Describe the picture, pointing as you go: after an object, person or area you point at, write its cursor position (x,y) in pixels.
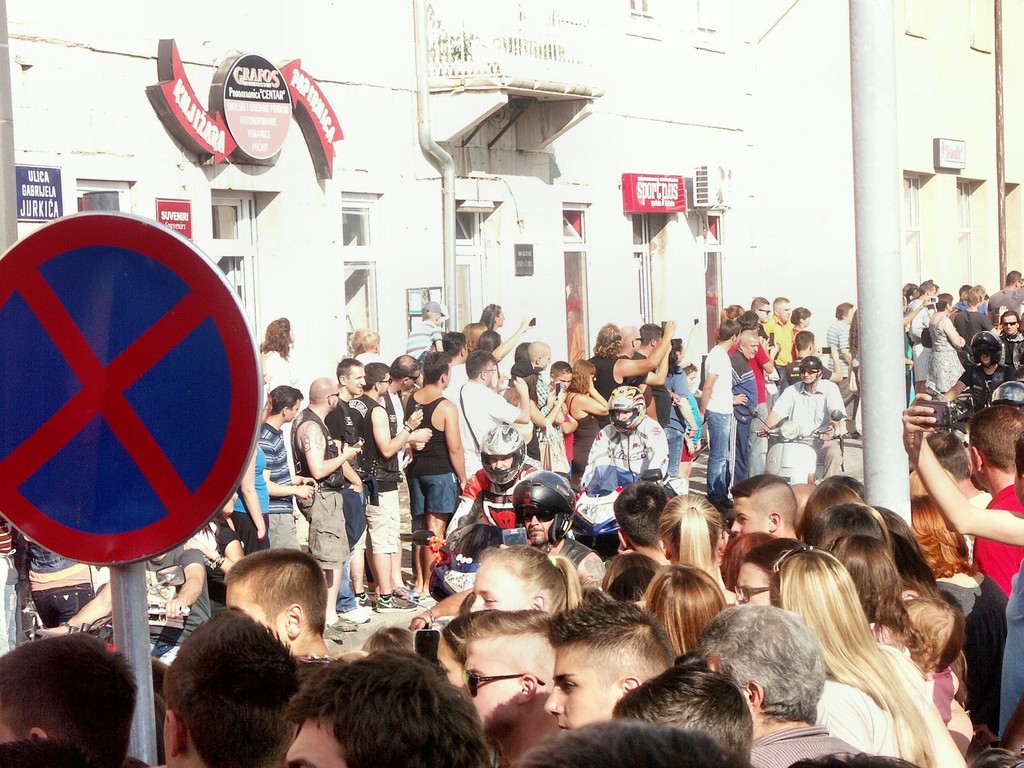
In this image we can see many people (595,442). Some people (661,454) are wearing helmets (557,481) and riding motorcycles (616,495). Some people (659,406) are holding cameras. Some are wearing goggles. Also there is a pole (891,280). And there is a sign board (177,474) with a pole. And there are buildings (424,200) with windows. And there are name boards (256,111).
